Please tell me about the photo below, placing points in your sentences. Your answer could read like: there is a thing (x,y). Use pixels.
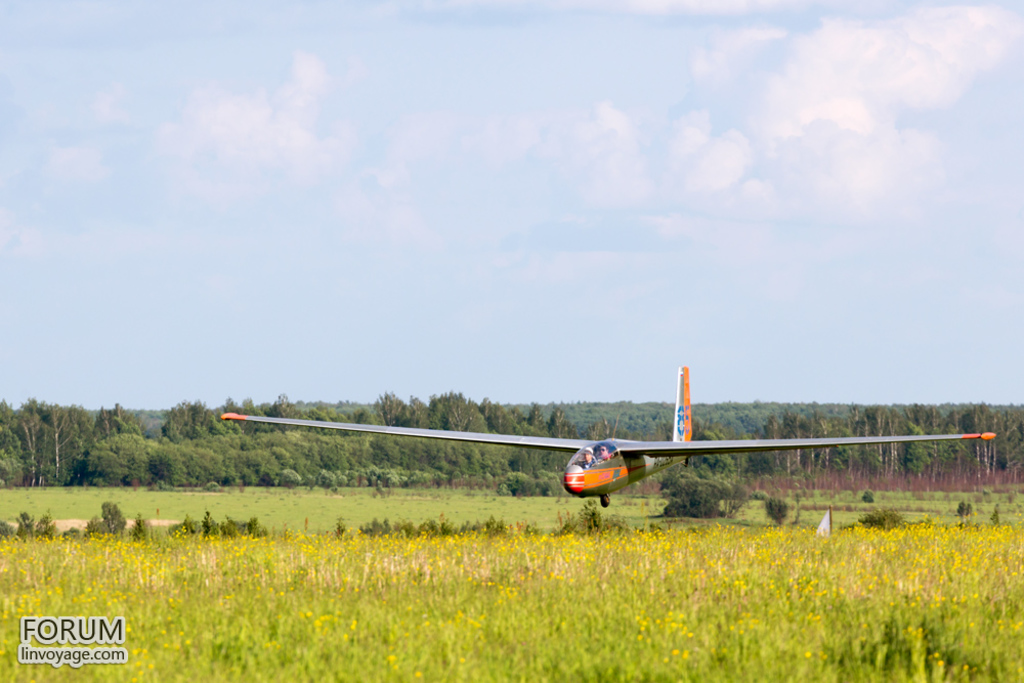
In front of the image there are plants (786,611) and flowers (693,577). There are two people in the plane (607,467) and the plane (632,468) is in the air. In the background of the image (564,462) there are trees (383,458). At the bottom of the image (341,508) there is grass (358,514) on the surface (368,512). At the top of the image (548,168) there are clouds (489,147) in the sky (489,147). There is some text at the bottom of the image (58,621).
